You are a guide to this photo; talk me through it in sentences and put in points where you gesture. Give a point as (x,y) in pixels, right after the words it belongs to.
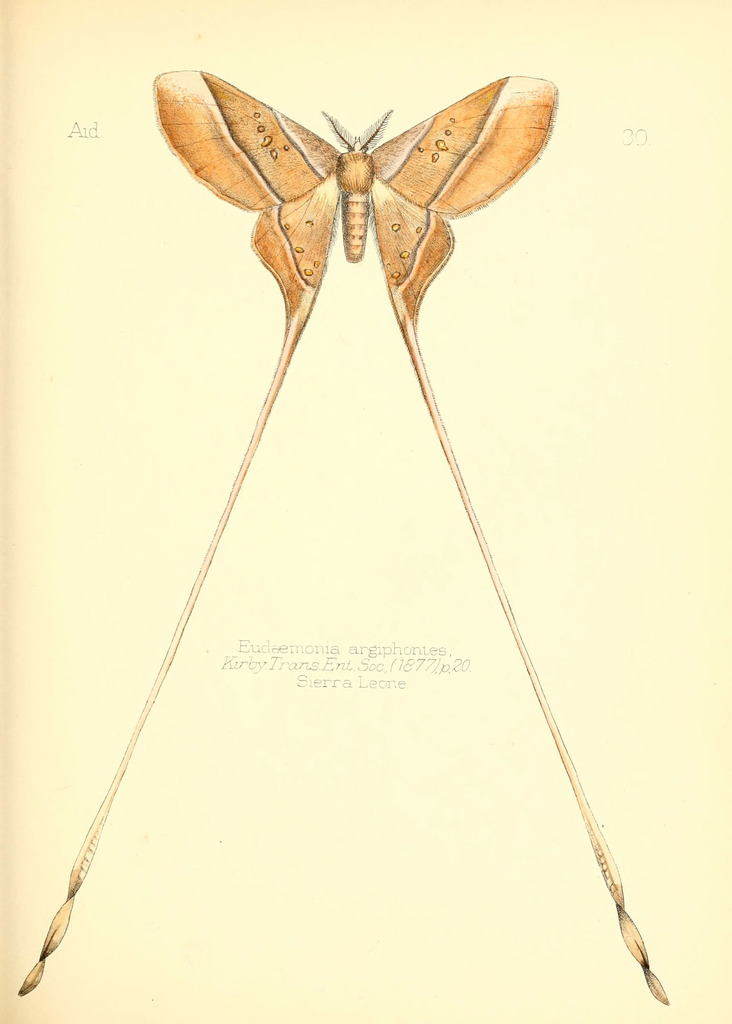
In this image we can see the picture of a butterfly (254,197) on a paper (487,815).
